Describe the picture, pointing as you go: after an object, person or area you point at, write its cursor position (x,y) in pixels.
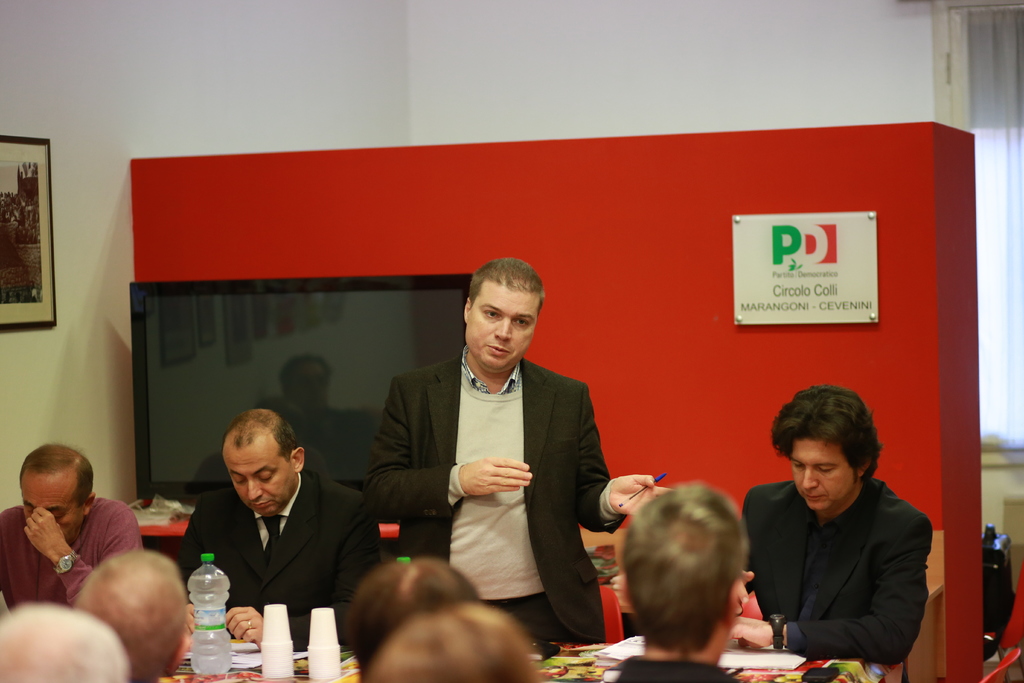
In this picture there are group of people (855,489) those who are sitting around the table (307,680) and there is a man (561,595) who is standing in the center of the image (477,326) is explaining about something with the help of his hands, there are bottles (211,562) and glasses (276,624) on the table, there is a television (162,346) behind the man (393,382) at the left side of the image (327,301) and there is a portrait (16,155) on the wall (64,207) there is a red color board (861,165) at the background of the image (915,444).
